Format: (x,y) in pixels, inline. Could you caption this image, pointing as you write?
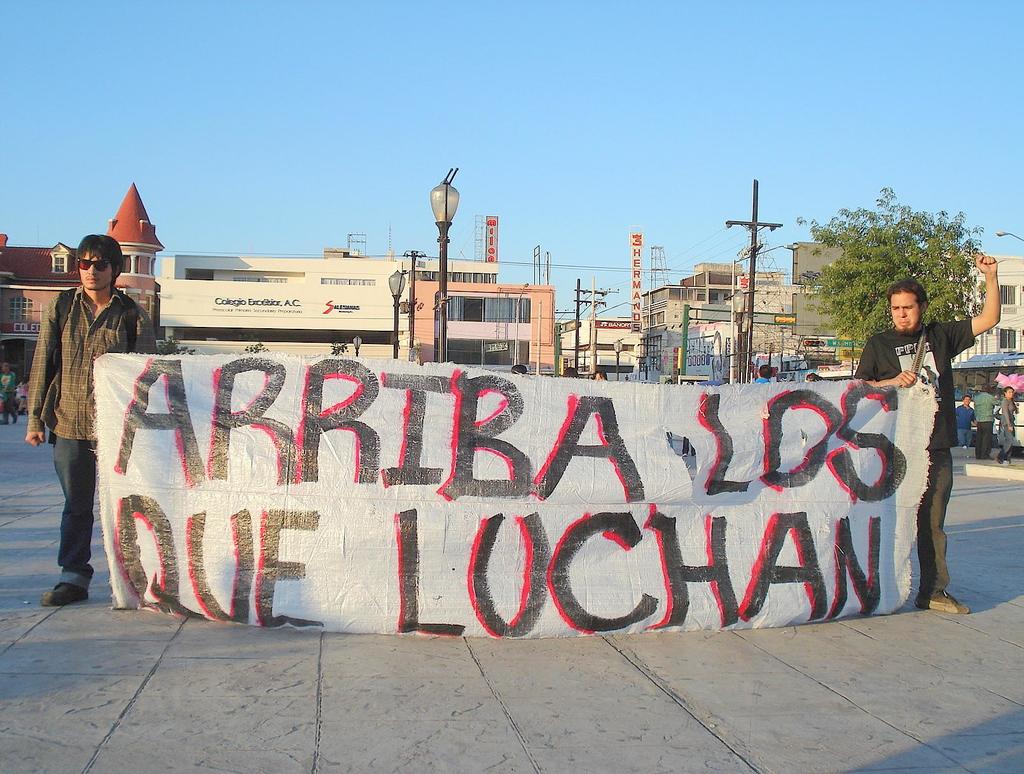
In the image there are two people (62,433) standing in the front (310,555) and holding a banner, there is some text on that banner (313,603) and behind them there are many buildings (419,289) and around the buildings (370,266) there are pole lights (441,324) and current wire poles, on the right side (838,267) there is a tree (840,234).
